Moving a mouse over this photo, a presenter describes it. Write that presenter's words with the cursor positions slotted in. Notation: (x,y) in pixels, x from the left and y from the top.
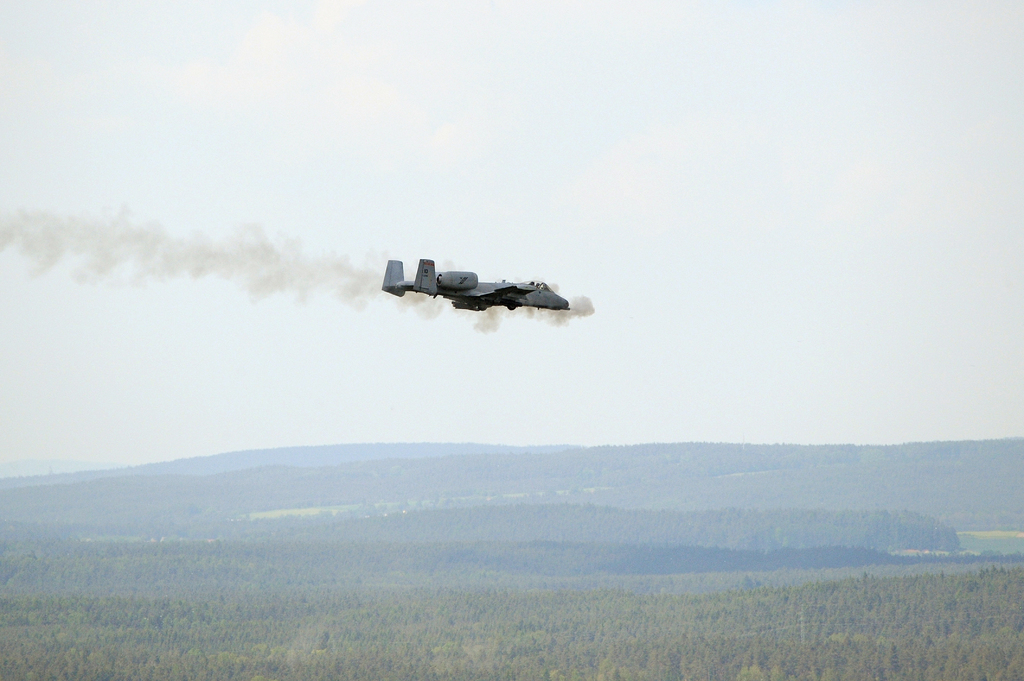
In this picture I can see there is an aircraft (484,301) and there is smoke (375,295) coming from it. There are few trees (569,601) on the floor (556,582), there is a mountain (459,484) in the backdrop (236,478), it is covered with trees (544,477).
